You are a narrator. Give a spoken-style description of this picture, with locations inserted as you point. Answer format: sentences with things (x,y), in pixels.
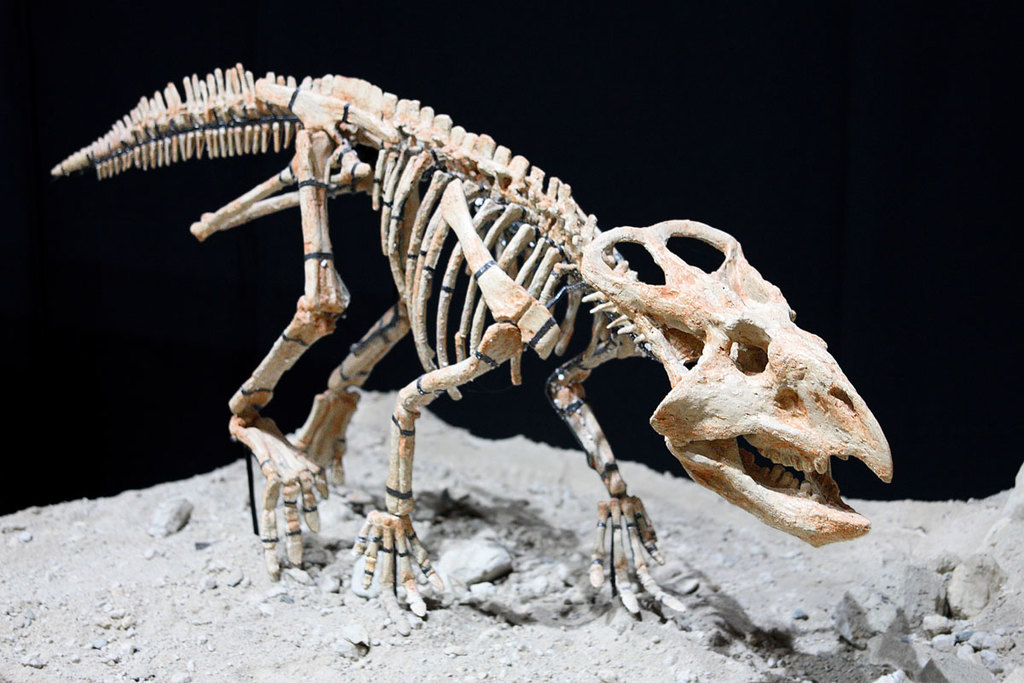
In this picture we can see a bone skeleton (543,294) of the dinosaur (603,278) placed on the ground (481,608).
